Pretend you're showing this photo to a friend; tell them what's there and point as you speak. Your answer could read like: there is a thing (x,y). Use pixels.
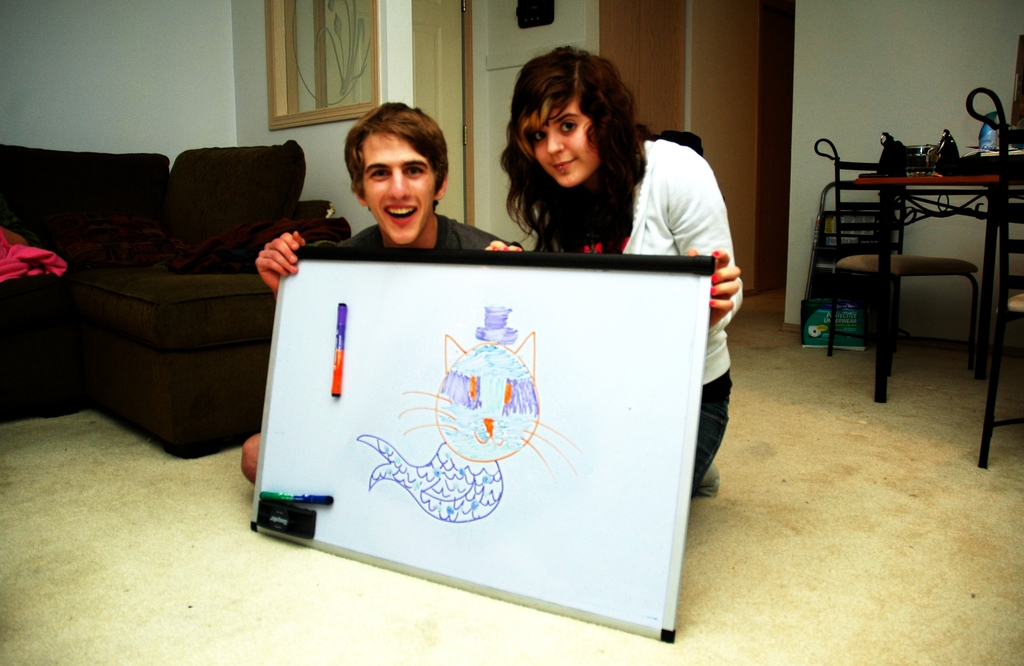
It is inside the house (698,16), it is a living room (209,334) there is a big sofa (176,187) beside, the sofa (189,179) men (422,183) and women (586,184) are sitting on the floor (707,509) both of them are holding a drawing (484,433) in their hands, behind them there is a table (985,197) and chairs (898,217), in the background (746,38) is a door (438,110) and a wall (913,55).
